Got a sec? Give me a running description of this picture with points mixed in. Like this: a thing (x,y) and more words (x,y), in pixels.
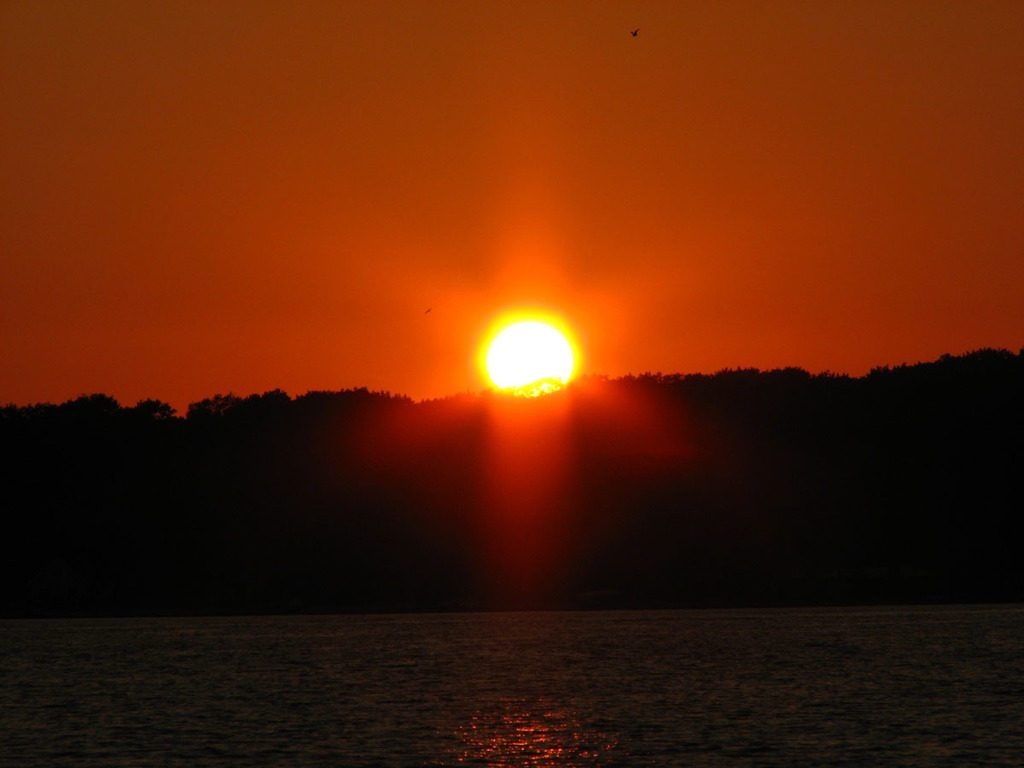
This image is taken during sunset time. In this image we can see many trees (232,413). At the top (546,170) there is sky (661,174) and also the sun (515,352) and at the bottom (313,709) there is river (582,693).
